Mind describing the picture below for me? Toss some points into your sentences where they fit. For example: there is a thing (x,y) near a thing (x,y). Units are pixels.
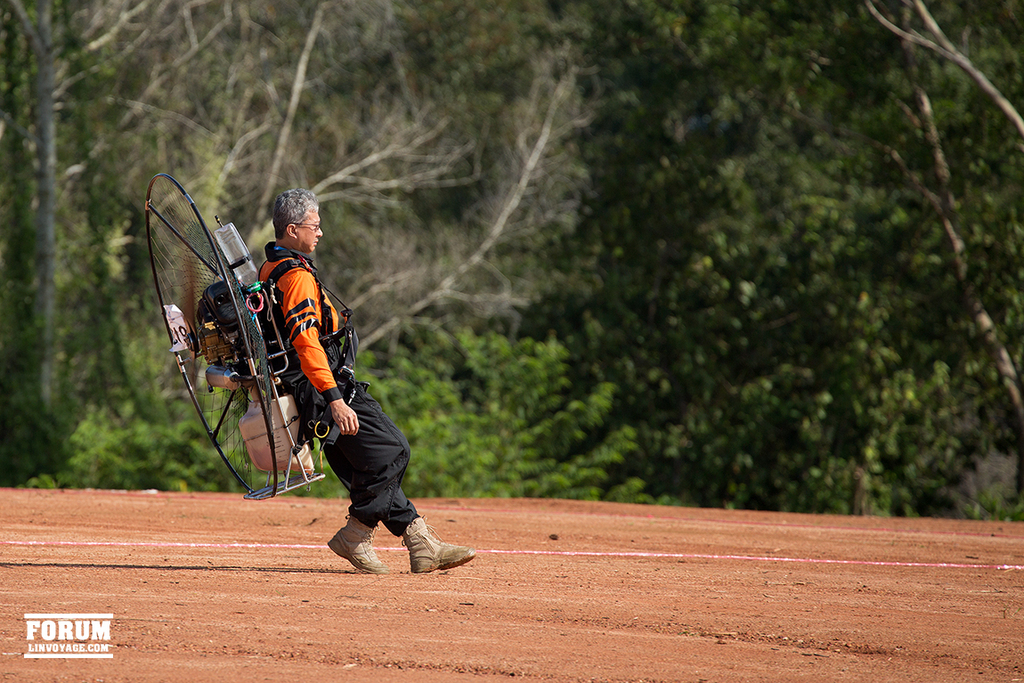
In this image I can see a man (340,391) is wearing some machine object (273,374). In the background (380,251) I can see trees (400,250). Here I can see a watermark (45,628).
